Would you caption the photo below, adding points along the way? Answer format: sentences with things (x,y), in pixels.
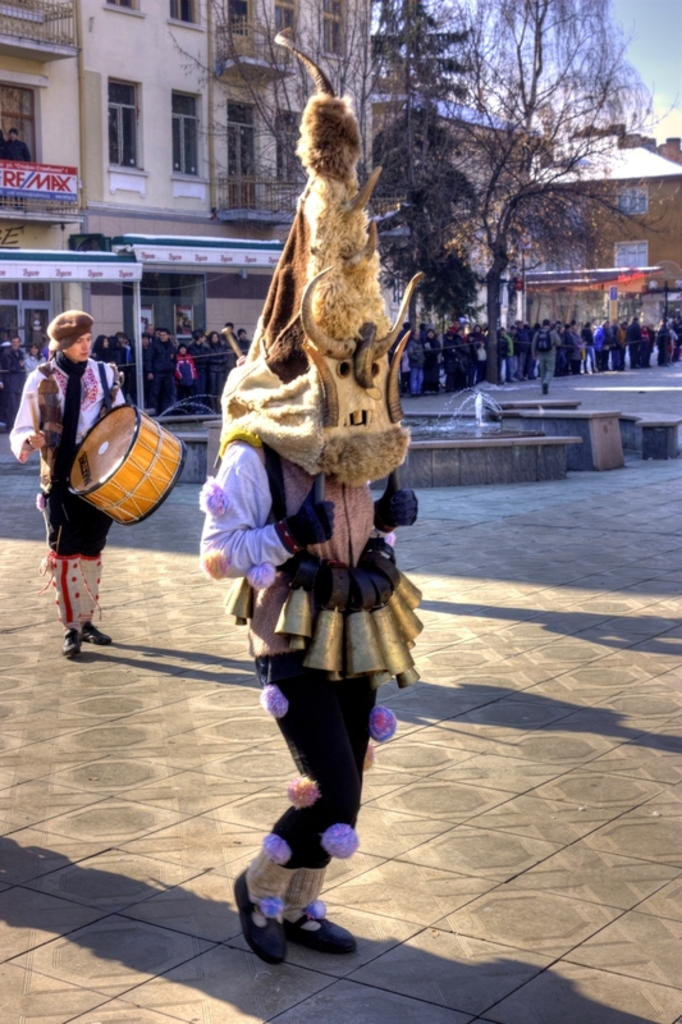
In this image i can see a person (331,509) on the road (268,728) wearing a colored dress (310,674) at the back ground (66,515) i can see a man (53,430) playing a drum (89,447) wearing a white dress (98,392) at the back ground (108,357) i can see few other people (102,347) standing and some are walking on road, a tree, a building (115,98), a board (66,181) in red and white color and a sky (642,41).
